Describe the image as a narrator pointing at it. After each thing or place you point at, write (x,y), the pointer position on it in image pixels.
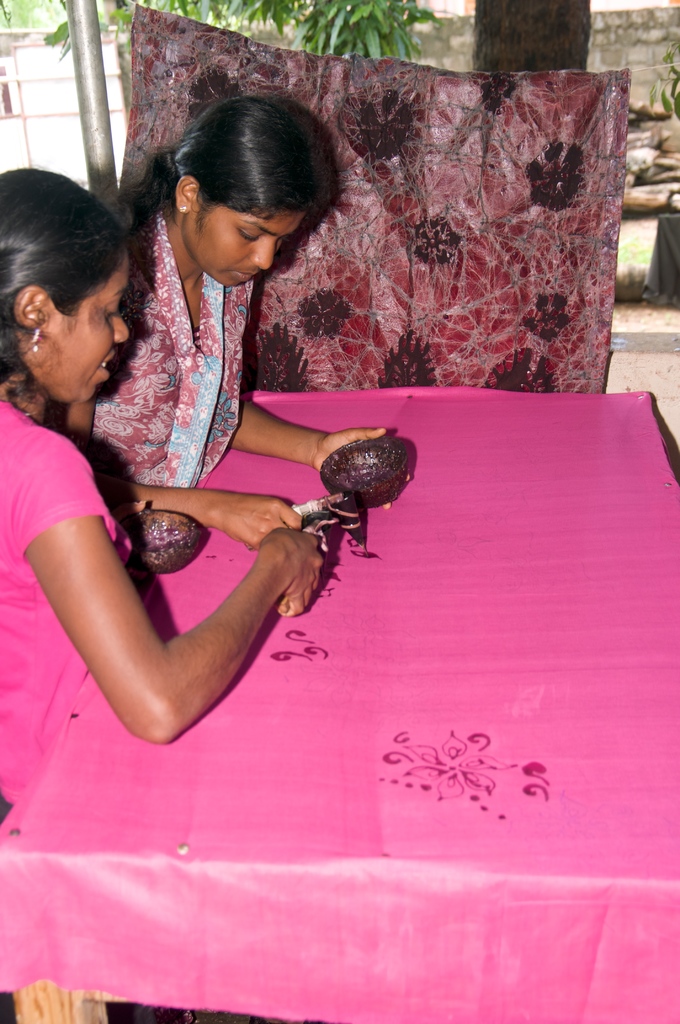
In this picture we see two women (118,645) painting a cloth (56,824) on the table (609,959) and we see a tree (496,38) and a house (22,100).
